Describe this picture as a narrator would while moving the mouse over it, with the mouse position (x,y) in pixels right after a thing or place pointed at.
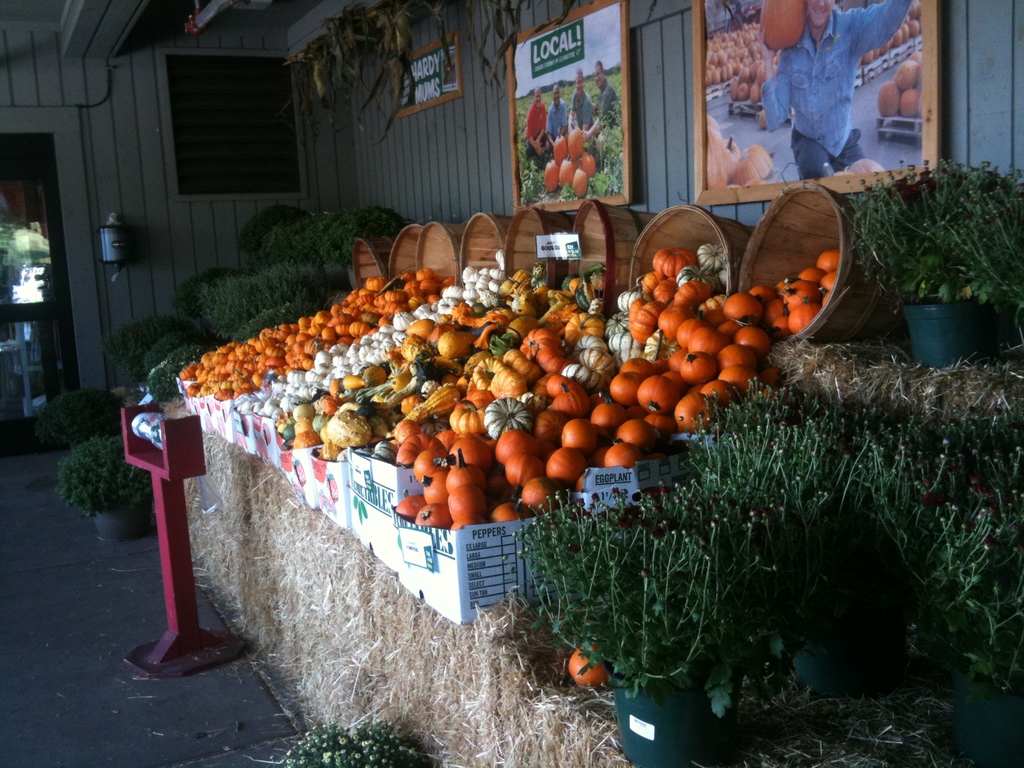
As we can see in the image there is wall (509,173), banners (536,144), dry grass (380,614), baskets (802,258) and different types of vegetables (489,339).
